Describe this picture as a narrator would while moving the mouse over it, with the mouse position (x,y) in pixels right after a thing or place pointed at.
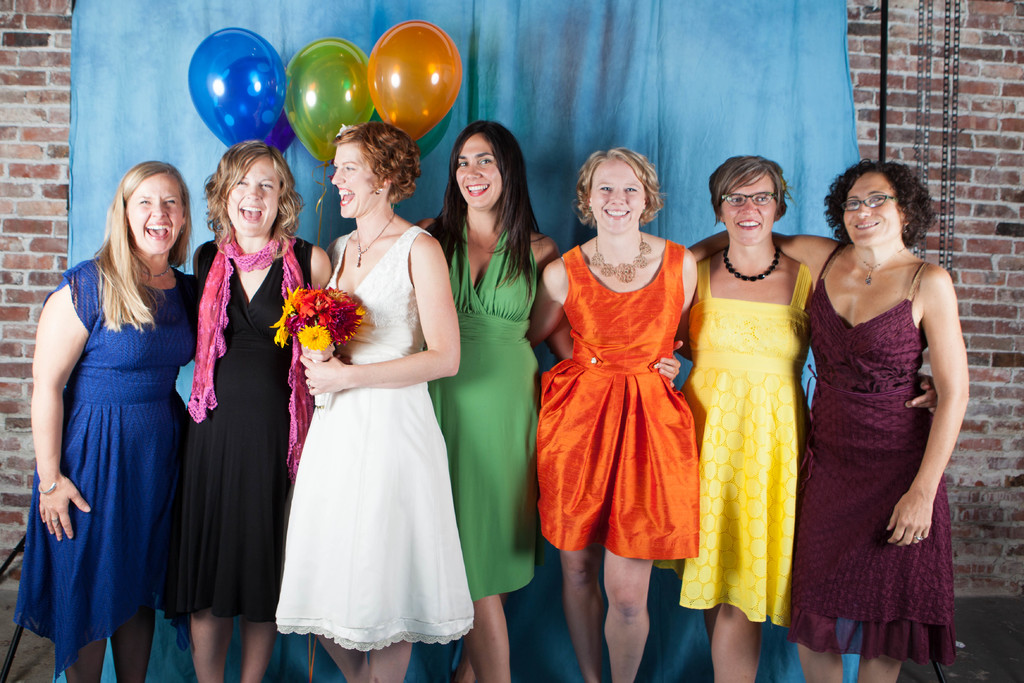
In this image in the center (558,354) there are some people (293,354) standing and one woman (363,330) is holding a flower bouquet (329,323). In the background (341,101) there is a wall (970,122), curtain (513,88), balloons (262,98) and some chains (918,88).
